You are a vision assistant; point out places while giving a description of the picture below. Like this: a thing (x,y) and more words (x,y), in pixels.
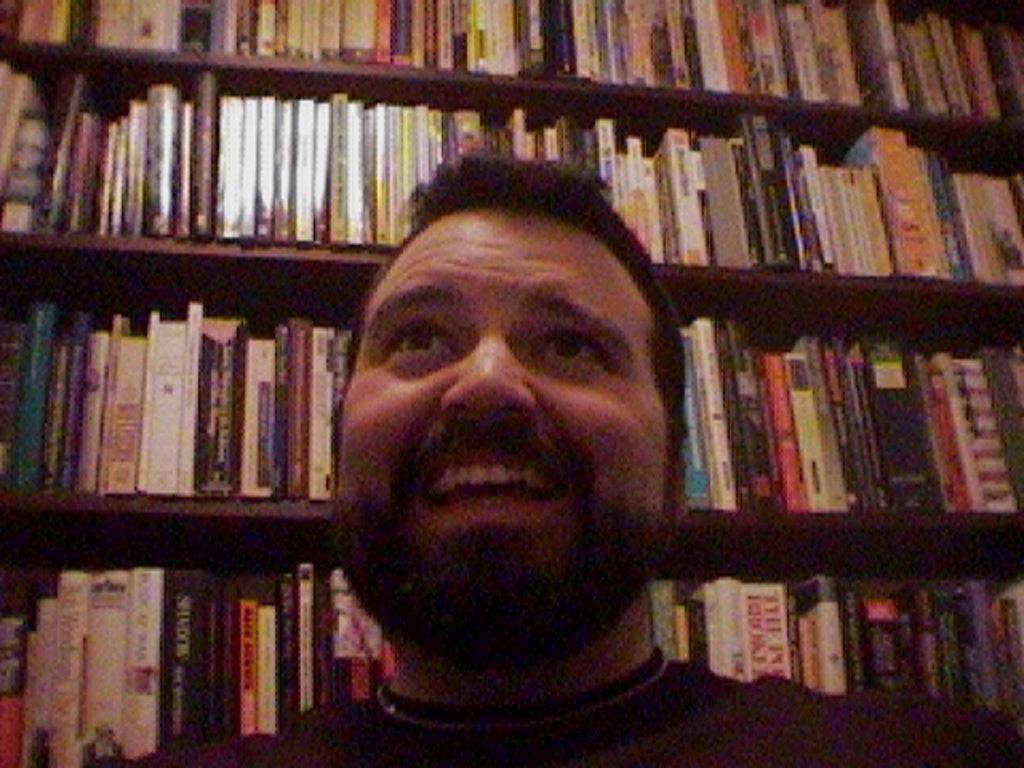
In this picture we can see a man (606,376) smiling and at the back of him we can see books (472,113) in racks (326,243).
